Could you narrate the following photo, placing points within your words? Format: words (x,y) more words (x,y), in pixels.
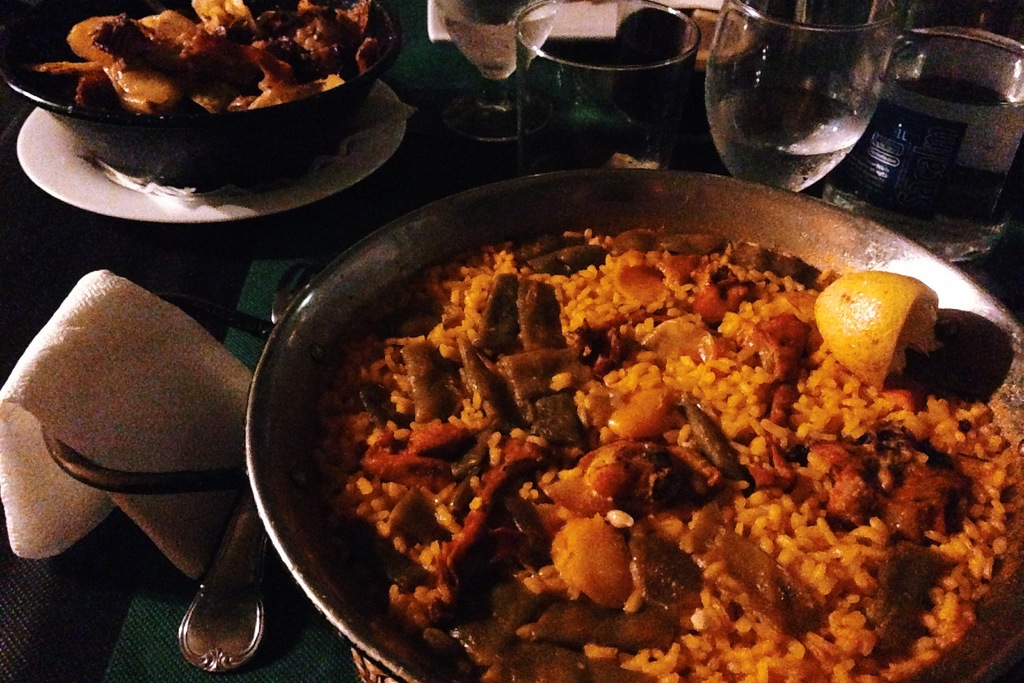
In the picture we can see a dish (874,261) with a paella (809,590) in it, on it we can see a slice of a lemon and beside the dish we can see a plate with a small bowl (63,4) with some food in it and beside it we can see few glasses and water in it.
